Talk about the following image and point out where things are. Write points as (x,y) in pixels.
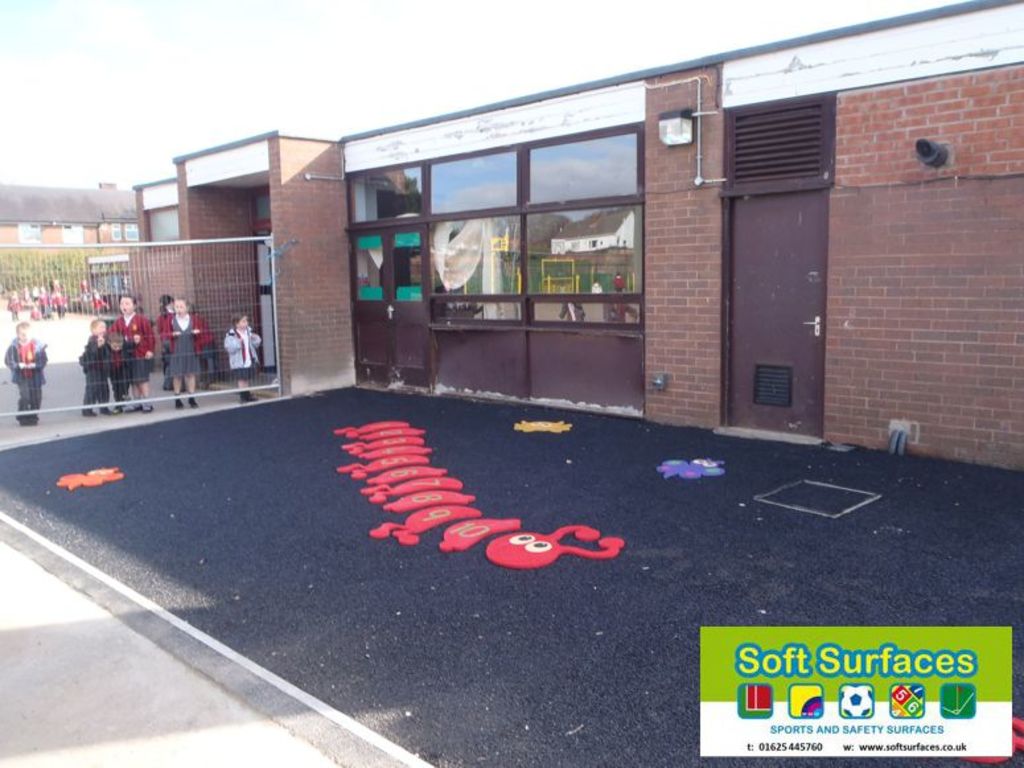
In this image we can see buildings (320,252), trees (532,236), children (98,338) standing behind the mesh (223,318), toys (403,531) on the floor (190,465), pipelines (698,139), glasses (505,247) and sky (280,75) in the background (76,85).
